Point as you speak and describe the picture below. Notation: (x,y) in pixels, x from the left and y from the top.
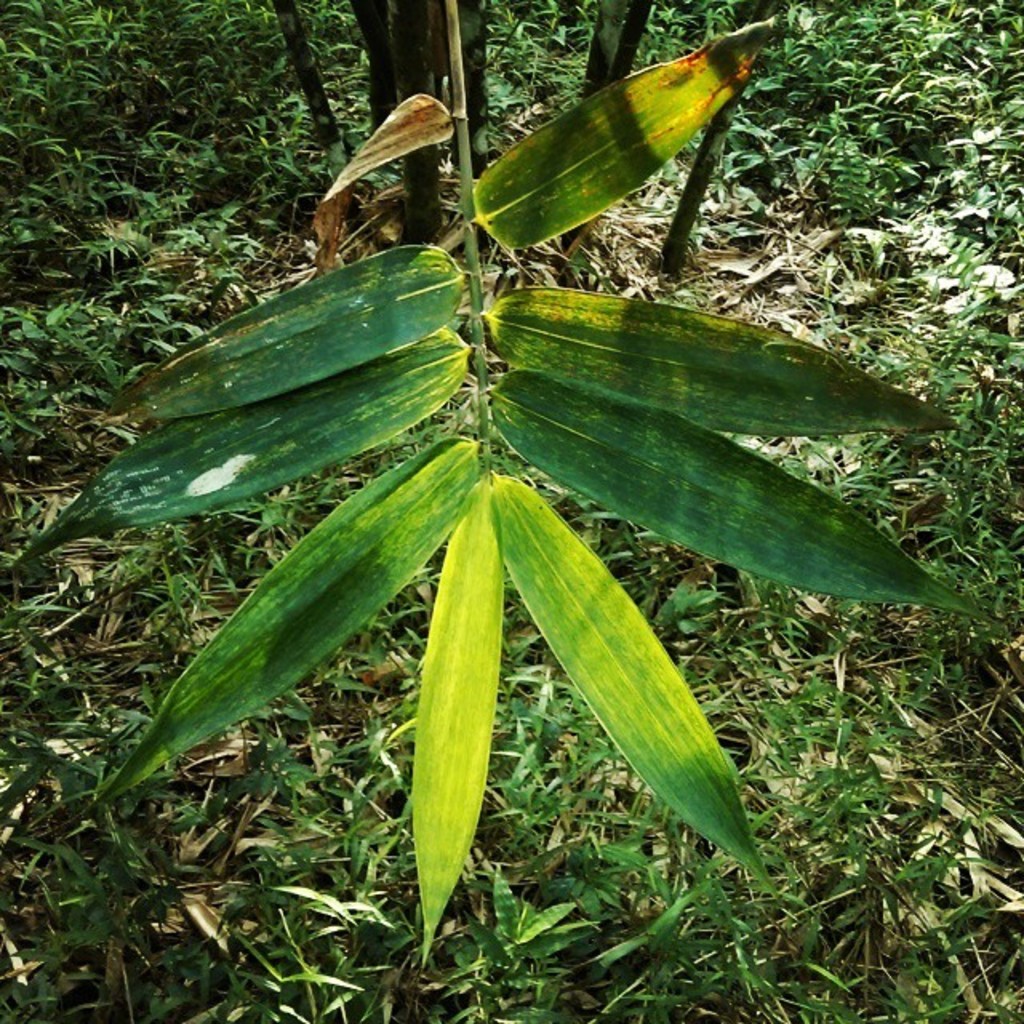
In the picture we can see a grass surface (535,785) on it we can see a part of the plant (454,80) with some long leaves (520,570) to it.
